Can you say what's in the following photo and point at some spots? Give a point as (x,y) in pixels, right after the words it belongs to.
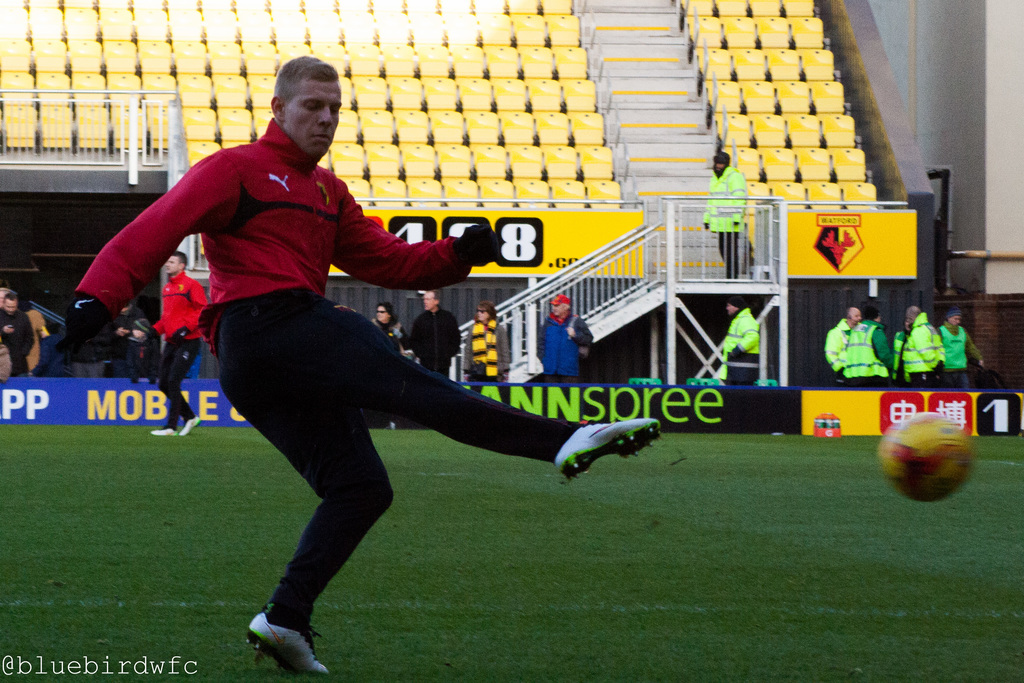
In this picture we can see a man (297,337) in the red jacket (305,277) is in motion and in front of the man (357,440) there is a ball (921,449). Behind the man (343,391) there are groups of people (847,373) standing, steel fence (69,92) and chairs (451,96) and on the image there is a watermark (11,668).
